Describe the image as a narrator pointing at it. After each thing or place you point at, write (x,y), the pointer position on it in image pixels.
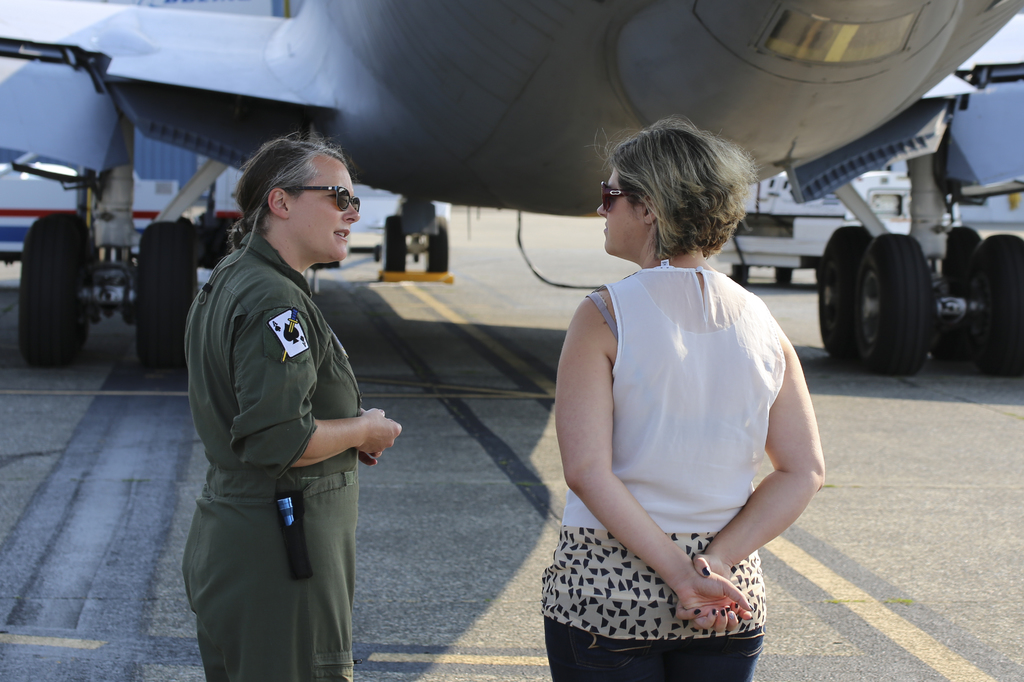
In this image we can see two persons (580,644) are standing on the road (29,600). Here we can see an airplane (441,233) and a vehicle (732,271).
